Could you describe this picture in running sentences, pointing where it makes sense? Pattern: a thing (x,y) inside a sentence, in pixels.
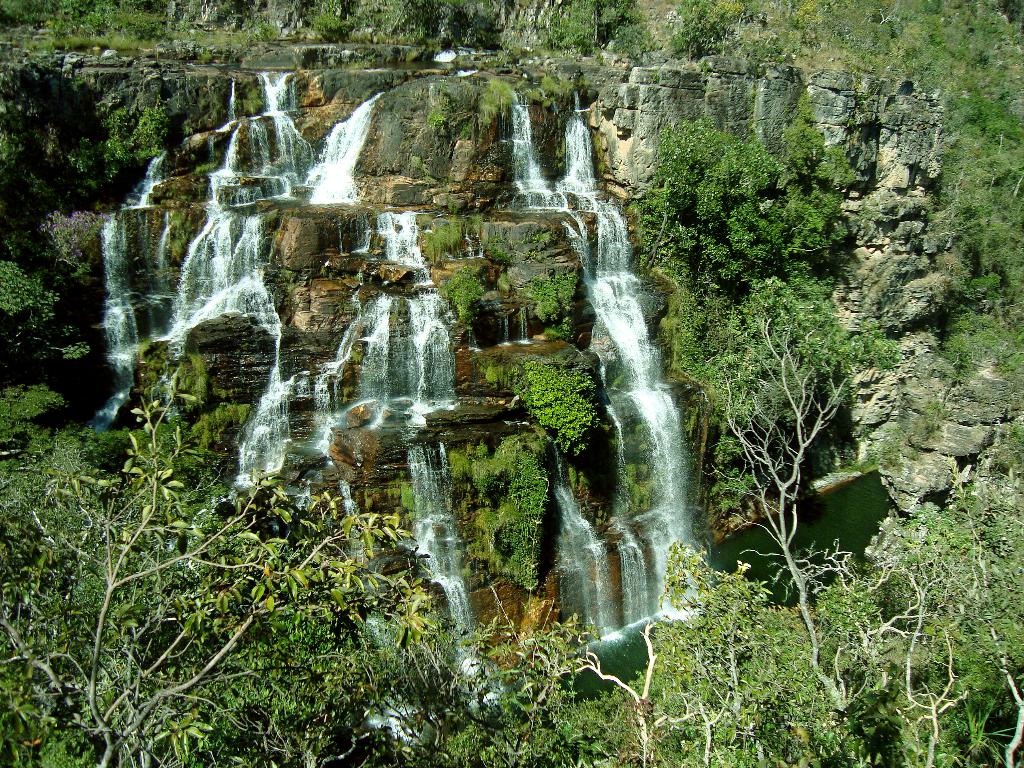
This is the picture of a waterfalls (429,541). In this image there is a waterfall (240,233) and there are trees (976,327). At the bottom (761,539) there is water (851,487).
